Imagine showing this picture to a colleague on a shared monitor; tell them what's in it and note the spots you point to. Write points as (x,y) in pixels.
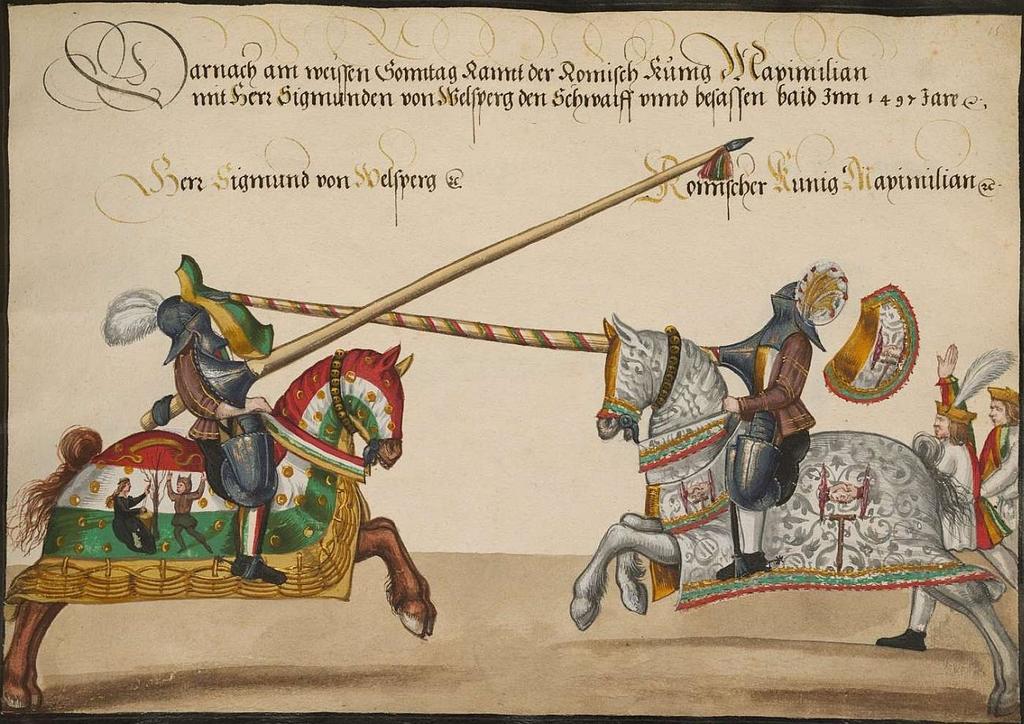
This is the painting image in which there are persons (257,467) standing and riding horses (343,437) and there are some text (363,102) written on the image and the persons (238,391) riding horses (663,401) are holding sticks (499,337) in their hands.
